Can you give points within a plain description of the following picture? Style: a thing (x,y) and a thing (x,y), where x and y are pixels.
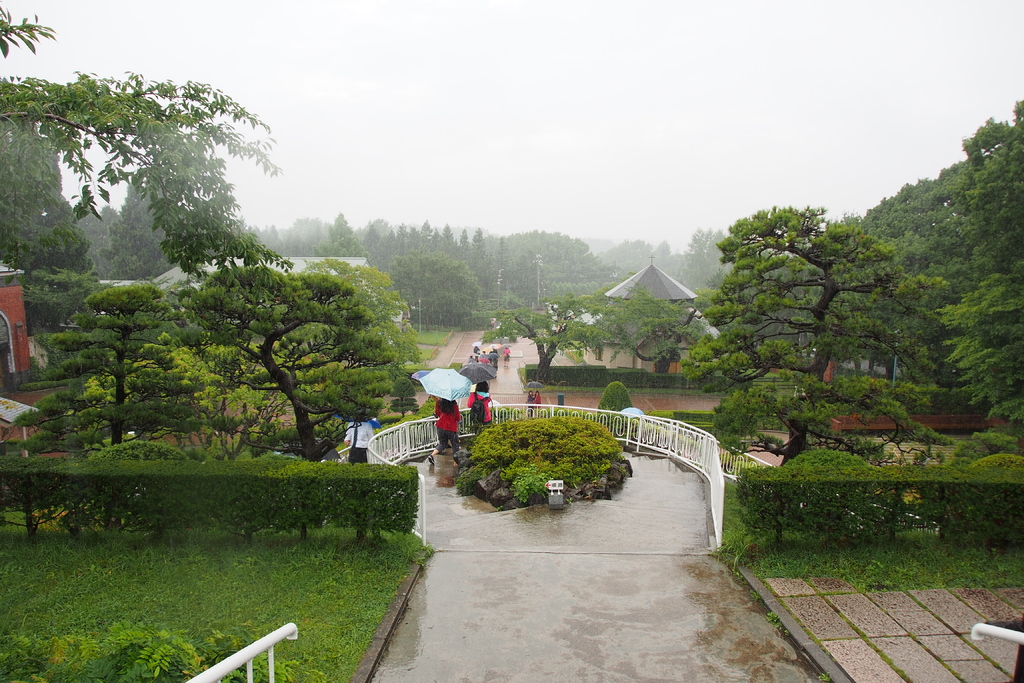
At the bottom (527,548), we see the pavement (621,607). On either side of the picture, we see the grass (247,595), shrubs (302,529) and the railing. In the middle (502,448), we see the shrubs (532,436) and two women (441,414) are standing. They are holding the umbrellas (463,384) in their hands (437,402). Beside them, we see a railing (651,443). In the middle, we see the people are standing. There are trees (295,323) and the buildings (643,277) in the background (454,263). At the top (475,116), we see the sky (469,97) and it might be raining.
